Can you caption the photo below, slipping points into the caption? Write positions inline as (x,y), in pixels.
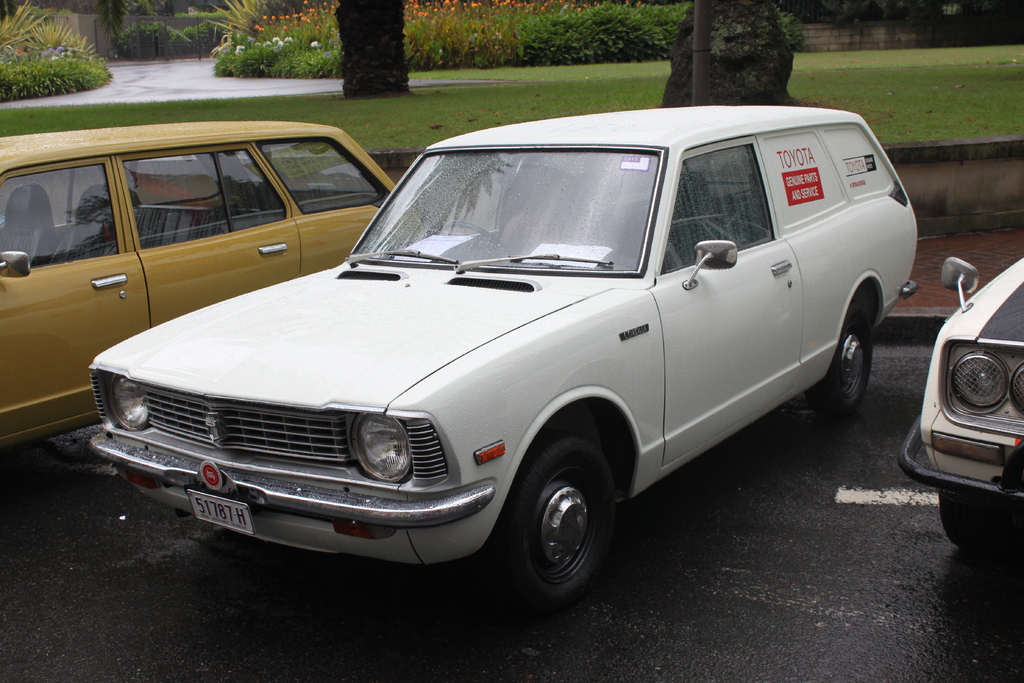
In this image I can see few vehicles (489,292). In front (412,417) the vehicle (356,322) is in white color, background (467,13) I can see few flowers (480,3) in orange and white color and the plants (526,49) are in green color.
